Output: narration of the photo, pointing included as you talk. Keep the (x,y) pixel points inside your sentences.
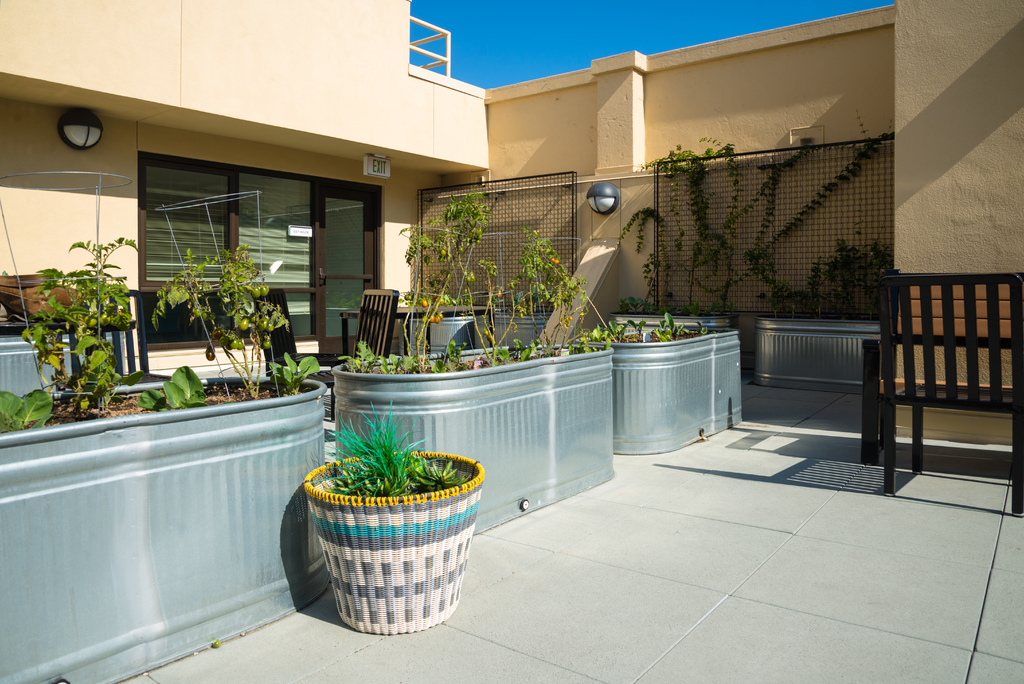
In this image, there are several plants (31,404) planted in the pots (485,373) in front of the house (242,143). In the middle side of the image (448,266), there are creepers (700,193) which are on the iron net (757,203). In the right side of the image (904,302) middle, I can see a chair (944,337). In the middle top of the image (705,0), sky (507,67) is visible which is blue in color. The picture is taken from outside during sunny day. And a window (300,207) is visible which is made up of glass (280,236).
